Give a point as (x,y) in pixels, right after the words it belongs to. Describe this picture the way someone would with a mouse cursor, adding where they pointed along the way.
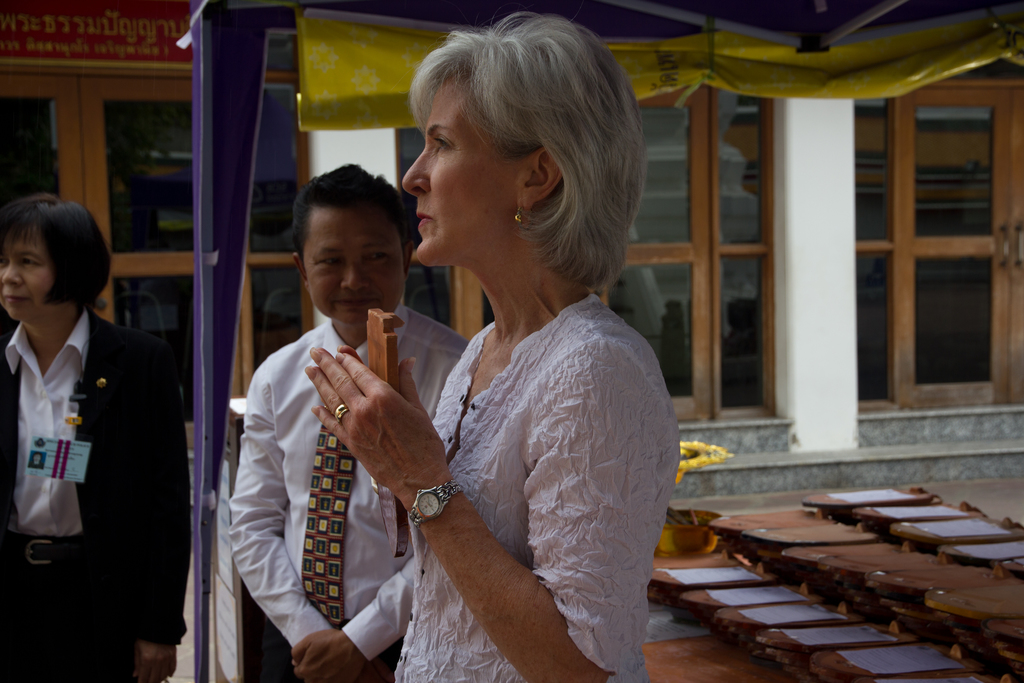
In the center of the image (558,455) we can see a lady (545,458) and holding an object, next to her there are two people (43,535) standing. In the background (159,218) there is a tent (272,2) and a building (176,116). We can see doors (707,176). At the bottom (837,659) there are some objects (812,583) placed on the floor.
